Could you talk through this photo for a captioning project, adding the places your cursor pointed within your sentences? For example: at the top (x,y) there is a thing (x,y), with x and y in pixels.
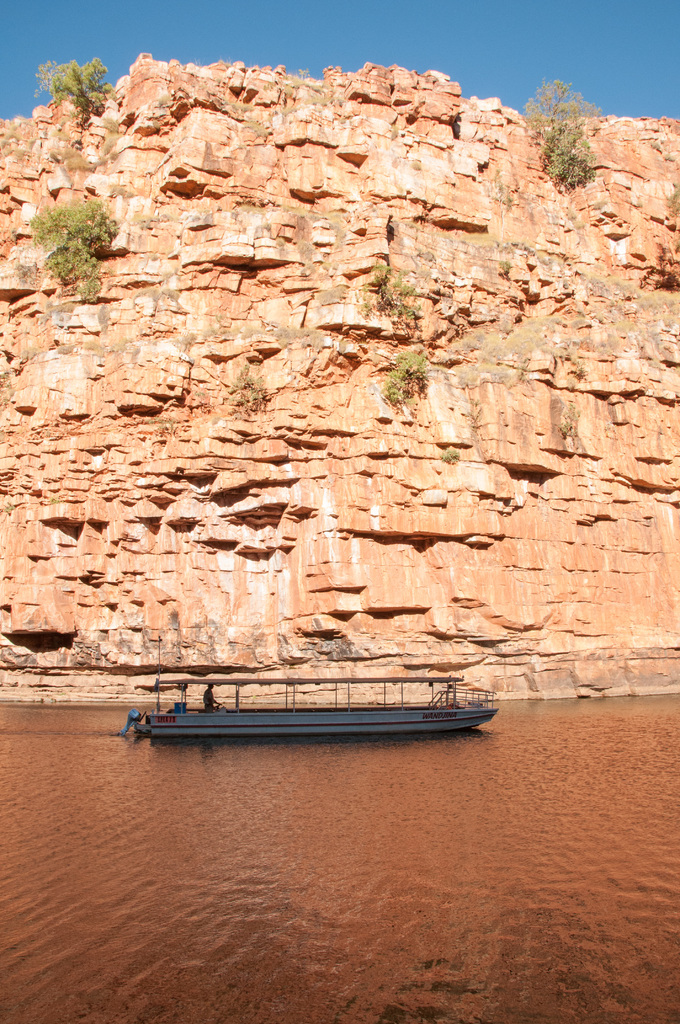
In this image we can see a boat (375,713) on the water (479,828), there are few plants (83,295) on the rock (88,135) and the sky (284,60) in the background (184,49).
